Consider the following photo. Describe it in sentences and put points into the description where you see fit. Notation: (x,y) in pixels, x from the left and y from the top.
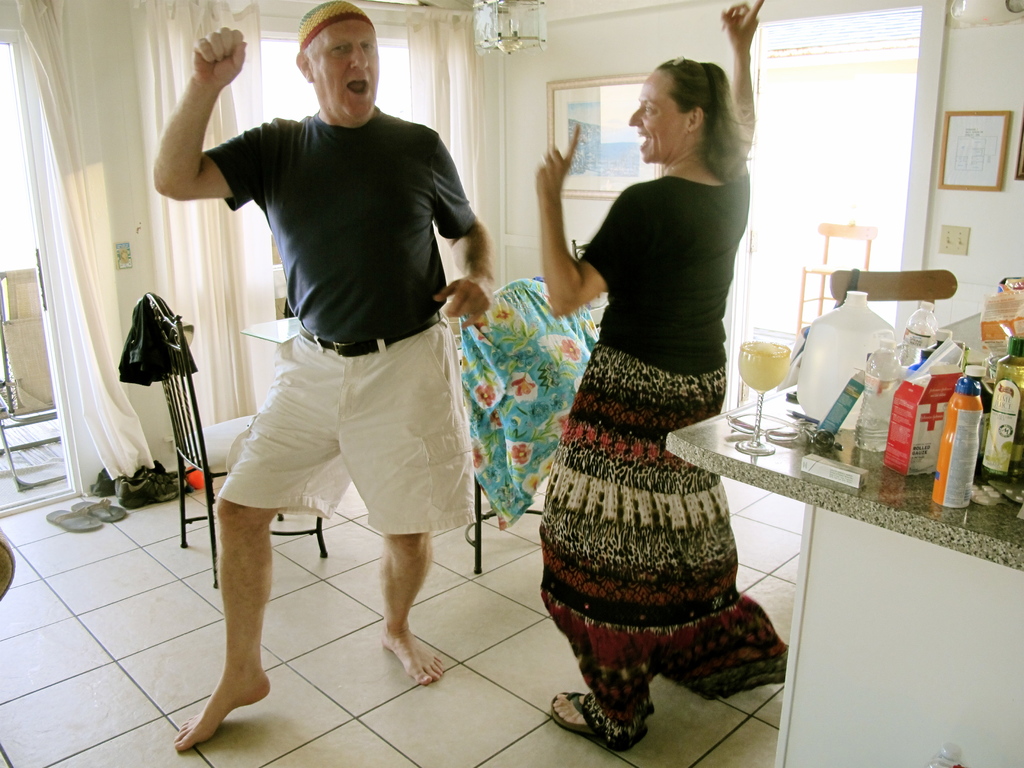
In this picture we can see 2 people (683,587) dancing on the floor (372,765) in a white room (442,259). On the right side (731,459), we can see a platform (871,485) on which many bottles (966,434) are kept.
